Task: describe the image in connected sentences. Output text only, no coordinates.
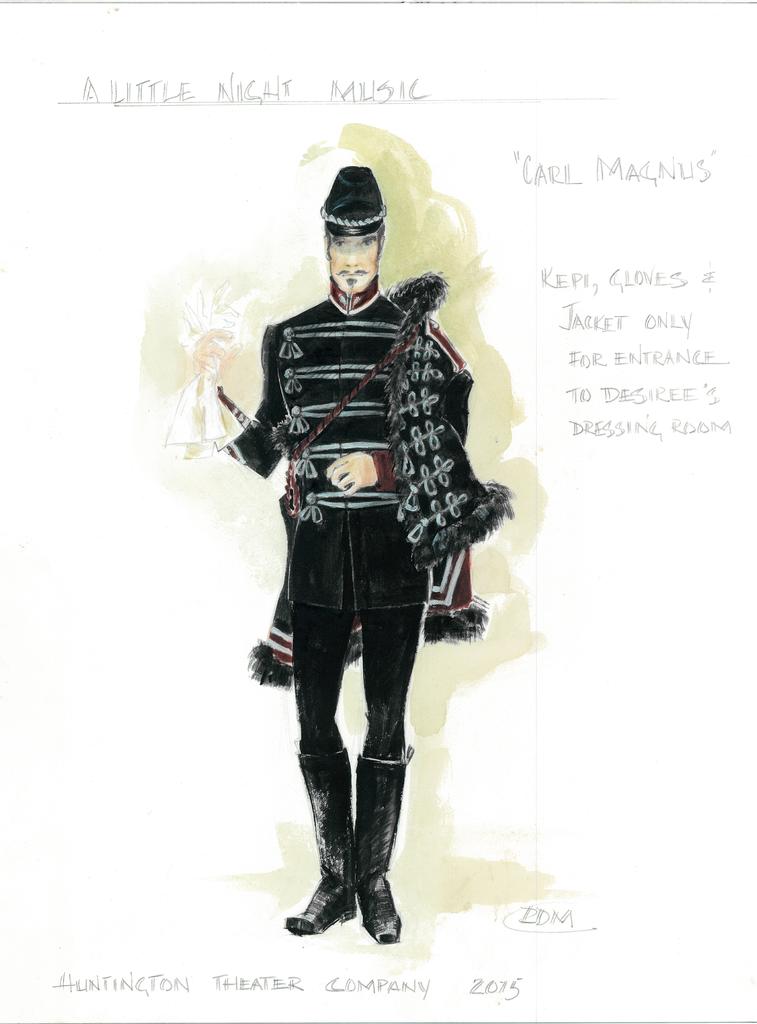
In this image I can see a person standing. The person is wearing black color dress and I can see something written on the image.
